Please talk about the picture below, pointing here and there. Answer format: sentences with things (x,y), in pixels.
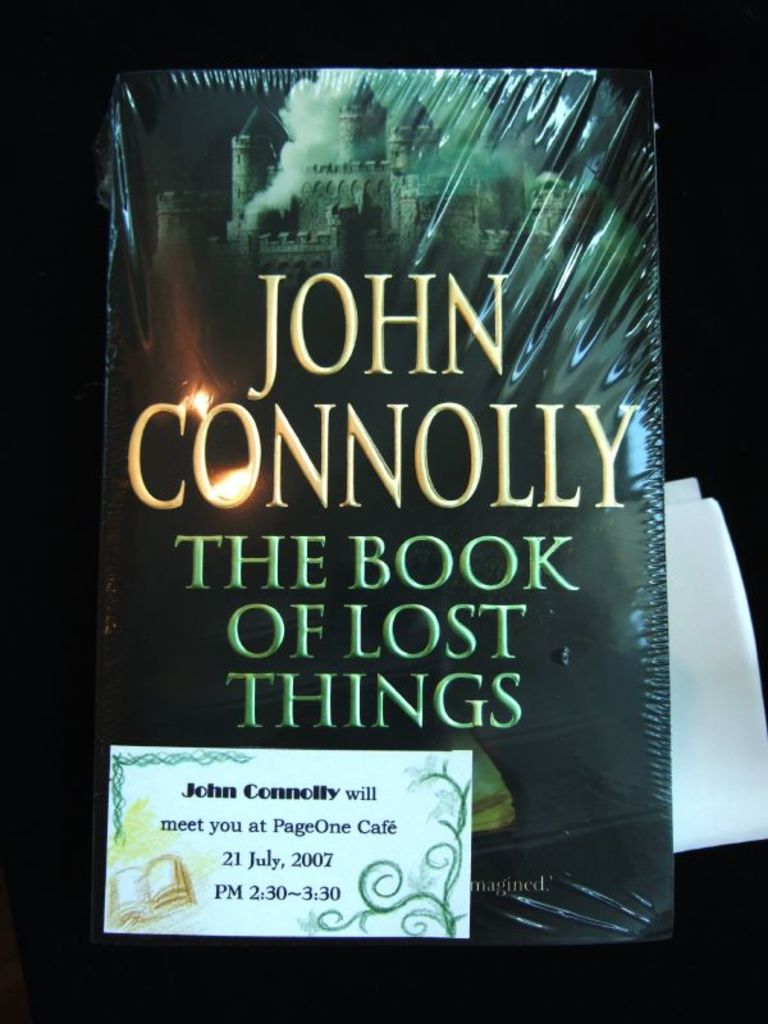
A picture of a book (545,343). Something written on this book (456,544). Here we can see a card (470,784) and paper (701,666).
